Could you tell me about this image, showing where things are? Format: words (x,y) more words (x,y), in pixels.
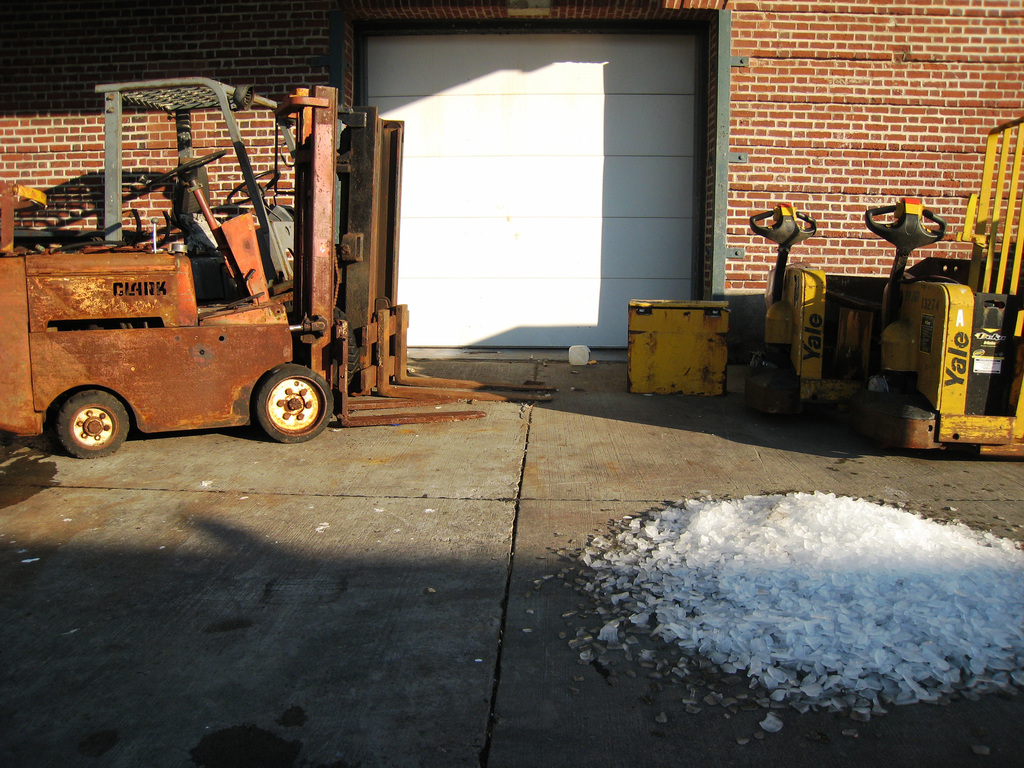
In this picture we can see forklifts (253,264) and some vehicles (890,326) on the ground (267,516). In the bottom right corner of the image (782,575), there is some white material (771,590). Behind the vehicles (281,349), there is a door (519,195) and a wall (202,67).
